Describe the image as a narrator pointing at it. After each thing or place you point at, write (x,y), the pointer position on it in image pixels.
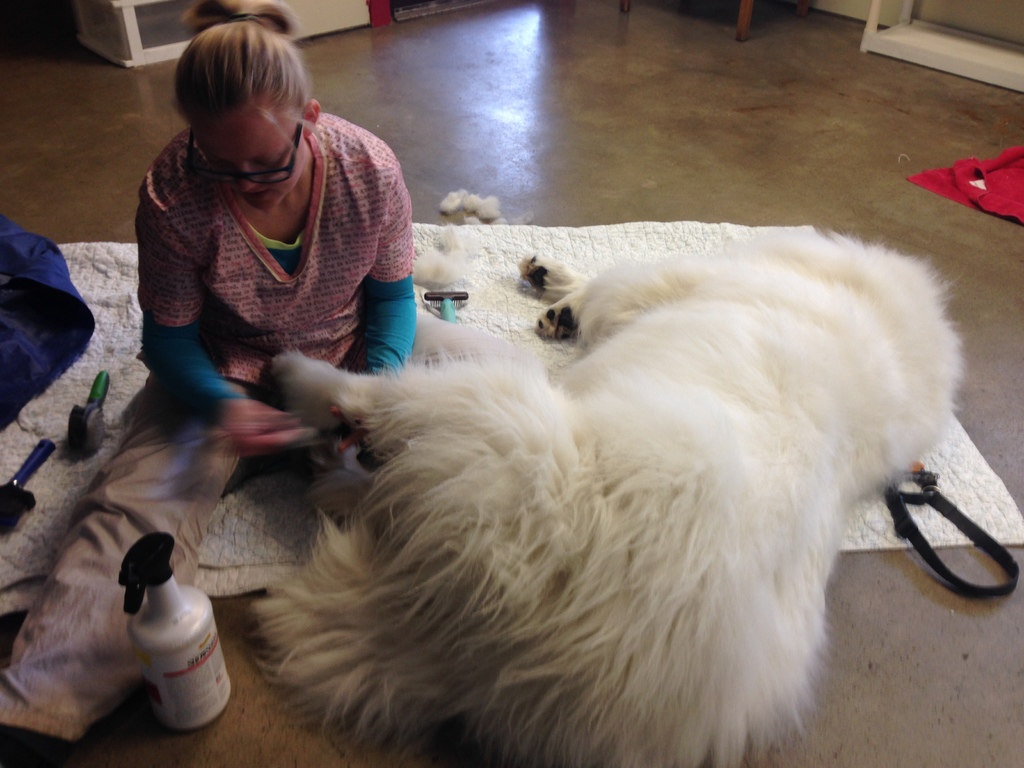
In this image there is floor (777,27). There is white color carpet (46,503). There is an animal (729,299). We can see a person (376,326). There are tables (894,39) in the background (906,42).
